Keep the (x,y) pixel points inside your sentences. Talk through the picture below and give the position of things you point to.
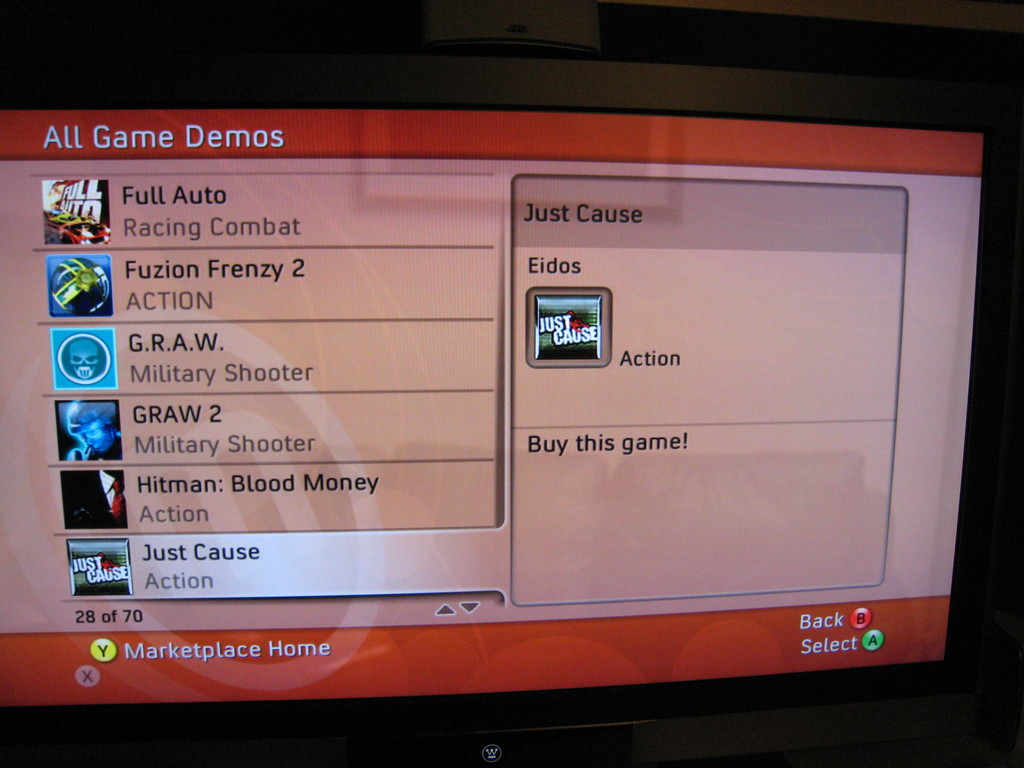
In the image in the center (541,405), we can see one screen (339,424). On the screen (272,419), we can see apps (324,417). And on the screen (224,284), it is written as "All Game Demos".
